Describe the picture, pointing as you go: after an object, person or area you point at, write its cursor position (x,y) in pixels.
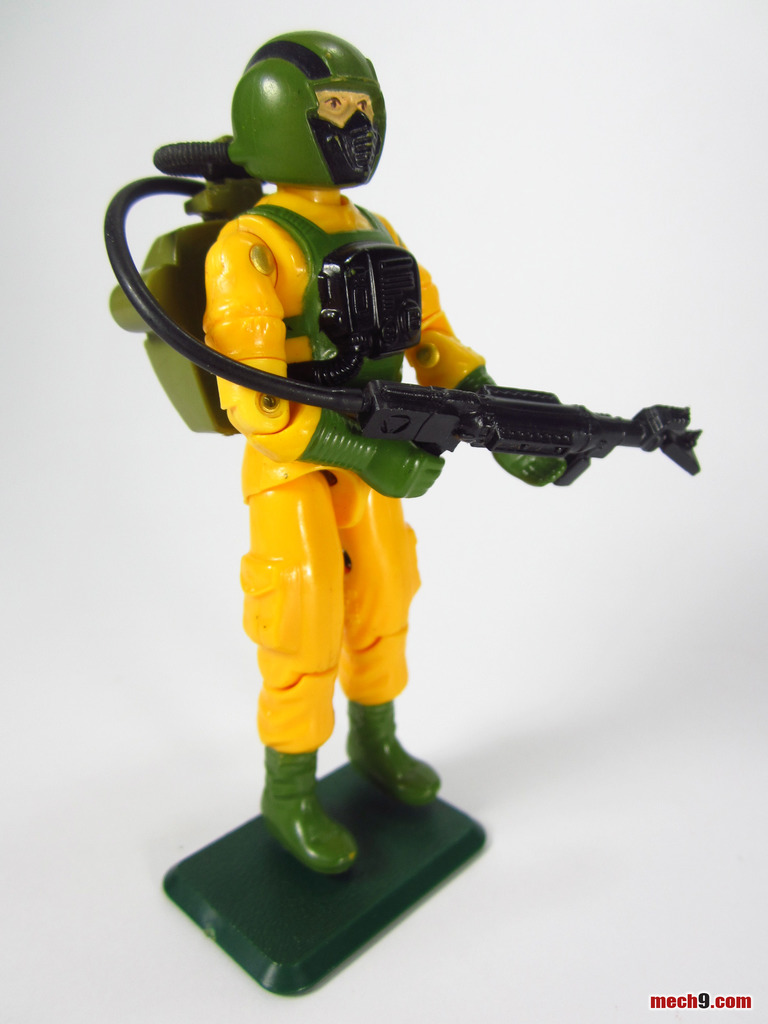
The picture consists of a yellow color toy (302,209) with green helmet (299,137). To the toy (258,358) there is a gun like object (693,435). The background (27,402) is white.
